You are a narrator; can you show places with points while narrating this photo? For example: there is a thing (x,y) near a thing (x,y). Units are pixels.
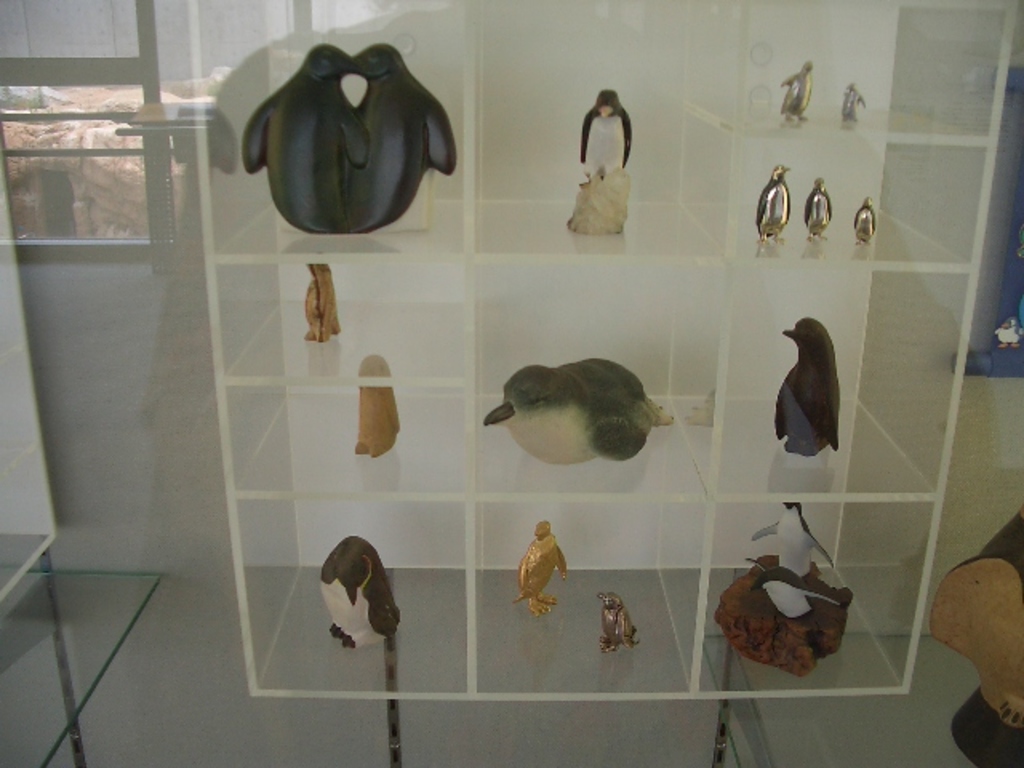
The picture consists of a closet (798,684). In the closet (790,247) there are sculptures (382,433) of penguins (616,418). On the right (992,656) there is a sculpture (993,600) and chart (1007,291). On the left (77,153) there is a window (93,155), outside the window (95,116) there are rocks (97,163).
